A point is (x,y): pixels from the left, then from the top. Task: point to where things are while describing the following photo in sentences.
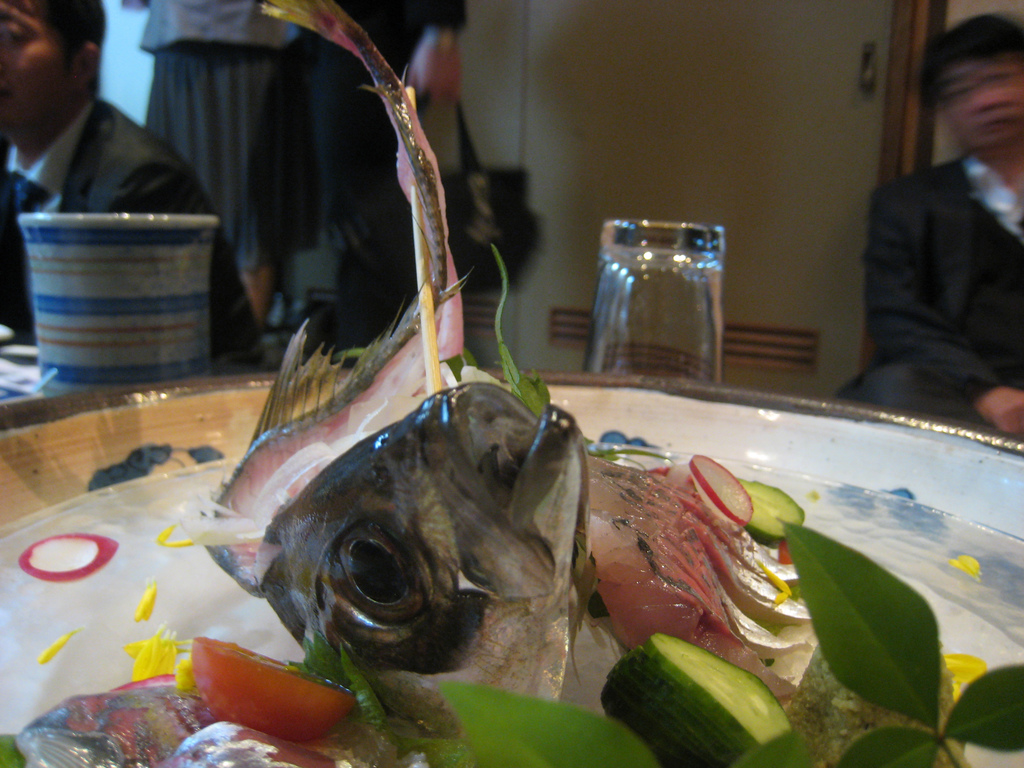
In this picture we can see a fish (441,496) and some food (893,620) in the plate (576,390), beside to the plate (587,406) we can see few glasses (63,300), in the background (131,177) we can find group of people (207,180), few (112,152) are seated and few (337,108) are standing.
